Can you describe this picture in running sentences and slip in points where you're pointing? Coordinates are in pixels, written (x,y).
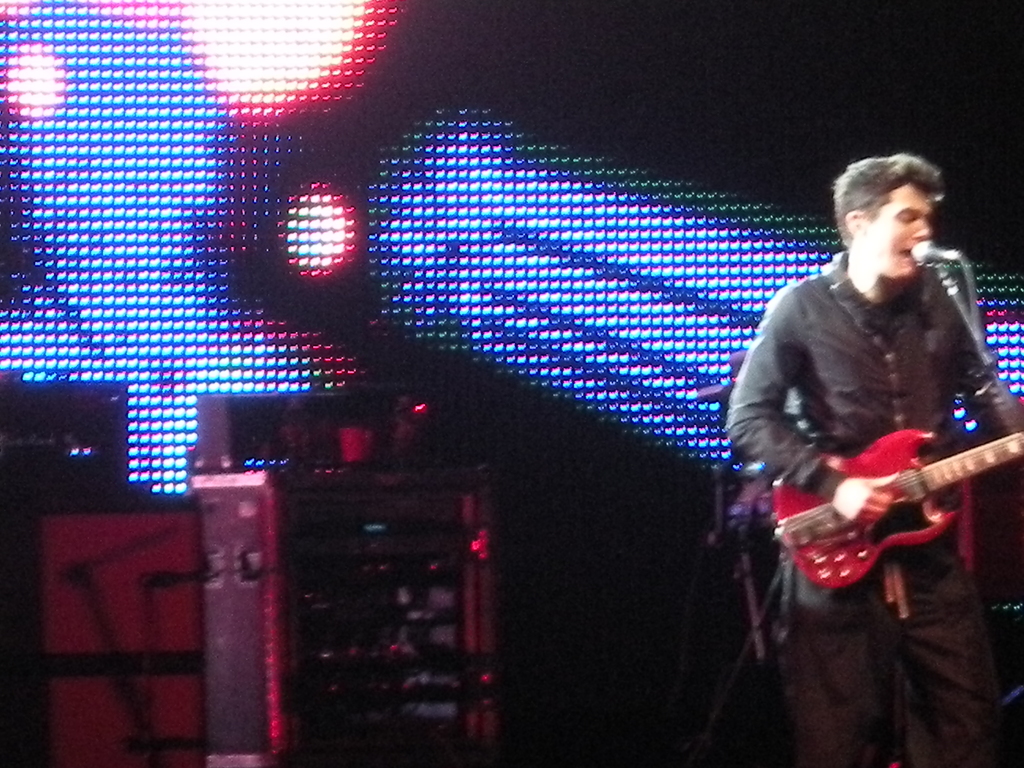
In this image on the right side (860,444) there is one man (894,267) who is playing guitar (883,473). In front of him there is one mike (970,320), it seems that he is singing. On the background (181,326) there is a screen (187,78) and some lights (196,130) are there and on the left side (213,484) there are some sound systems (238,589).
